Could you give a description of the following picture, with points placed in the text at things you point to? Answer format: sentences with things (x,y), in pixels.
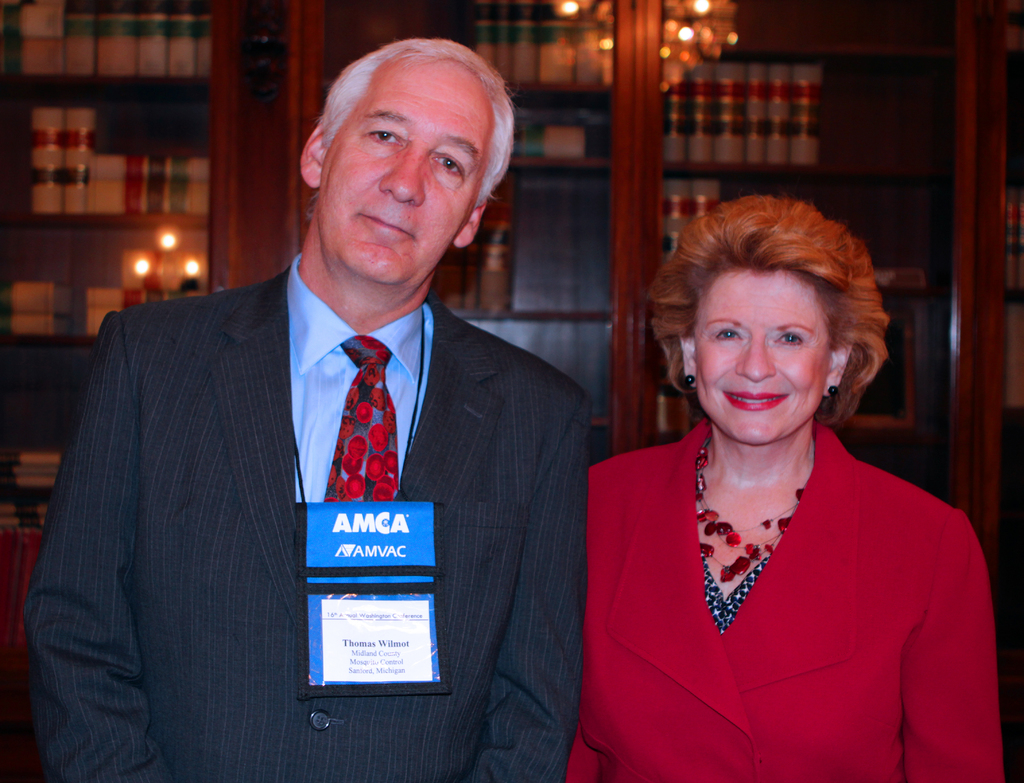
In this image I can see a person (315,397) wearing blue shirt (319,384), red tie (380,410) and blazer (240,506) is standing and a woman (663,692) wearing red dress (636,678) is standing. In the background (522,307) I can see a bookshelf (572,262) with few books (733,126) in it. I can see the reflection (145,264) of few lights (192,265) on the glass door (132,249) of the shelves (262,171).
